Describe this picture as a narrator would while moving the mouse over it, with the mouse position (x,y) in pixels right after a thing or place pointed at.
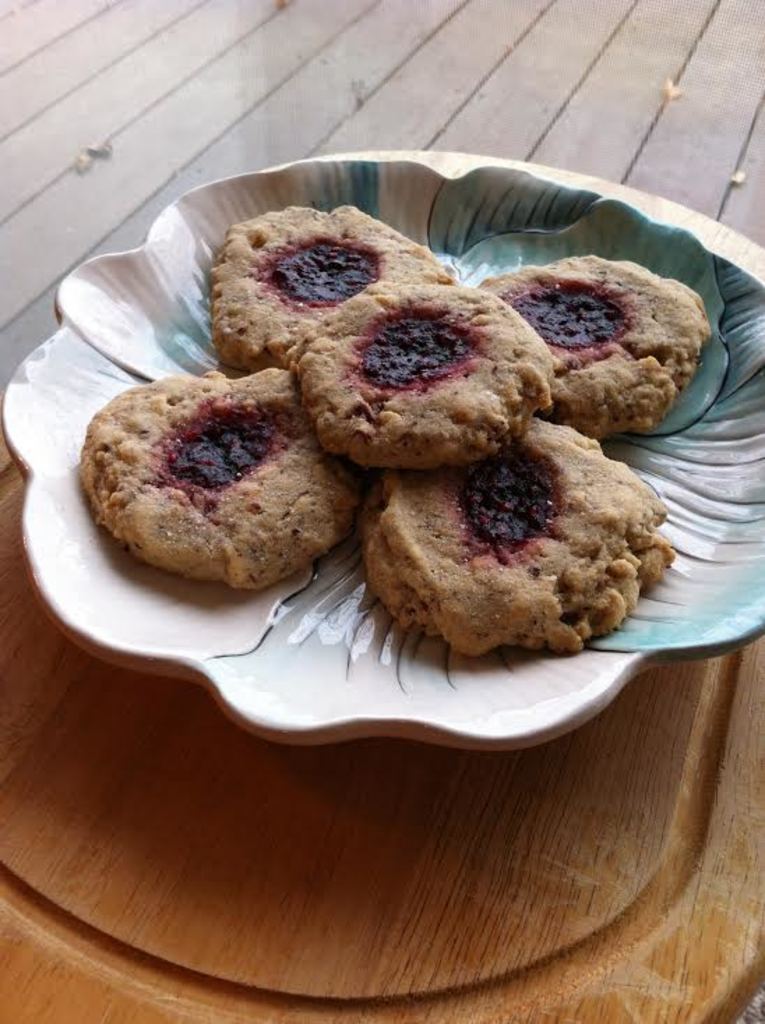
In this image there is a table (385,854). On the table (398,786) there is a plate (424,722). In the plate (402,736) there are five cookies (350,410) which are kept one beside the other.
